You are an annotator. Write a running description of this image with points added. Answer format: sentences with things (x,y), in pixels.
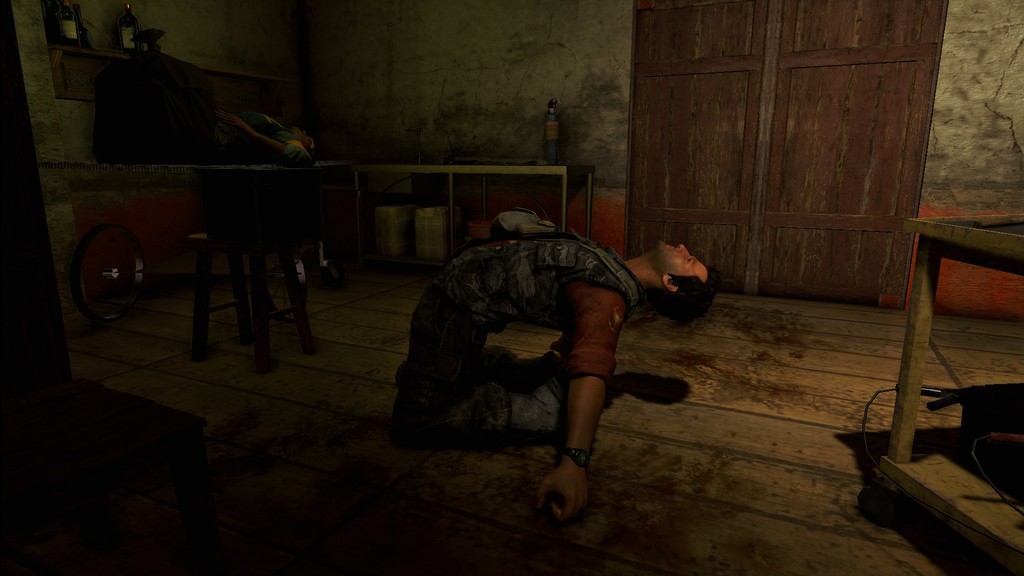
In the foreground of this animated image, there is a man (481,395) kneeling down on the floor (455,478) and also a man (271,146) laying on a table (218,169). We can also see wheels (138,261), cans (441,240), tables (920,253), few objects (1001,429), fire extinguisher (552,134), bottles (72,21), wall (541,65) and a door (762,91).
